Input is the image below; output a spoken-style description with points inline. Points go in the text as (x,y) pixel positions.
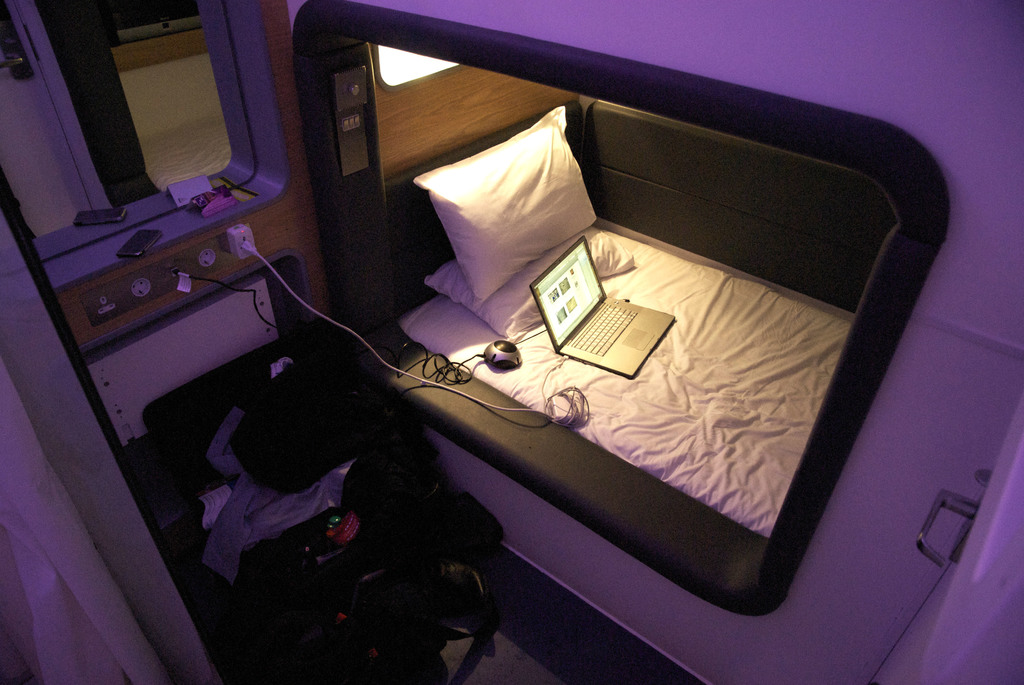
In this image we can see the inner view of a cabin (646,366). In the cabin (267,45) we can see there are mirrors (149,176), mobile phones (150,236), cables (313,307), charger sockets (251,242), electric switches (357,121), cot (759,419), pillows (593,233) and bags (365,605) that are placed on the floor (495,660).
